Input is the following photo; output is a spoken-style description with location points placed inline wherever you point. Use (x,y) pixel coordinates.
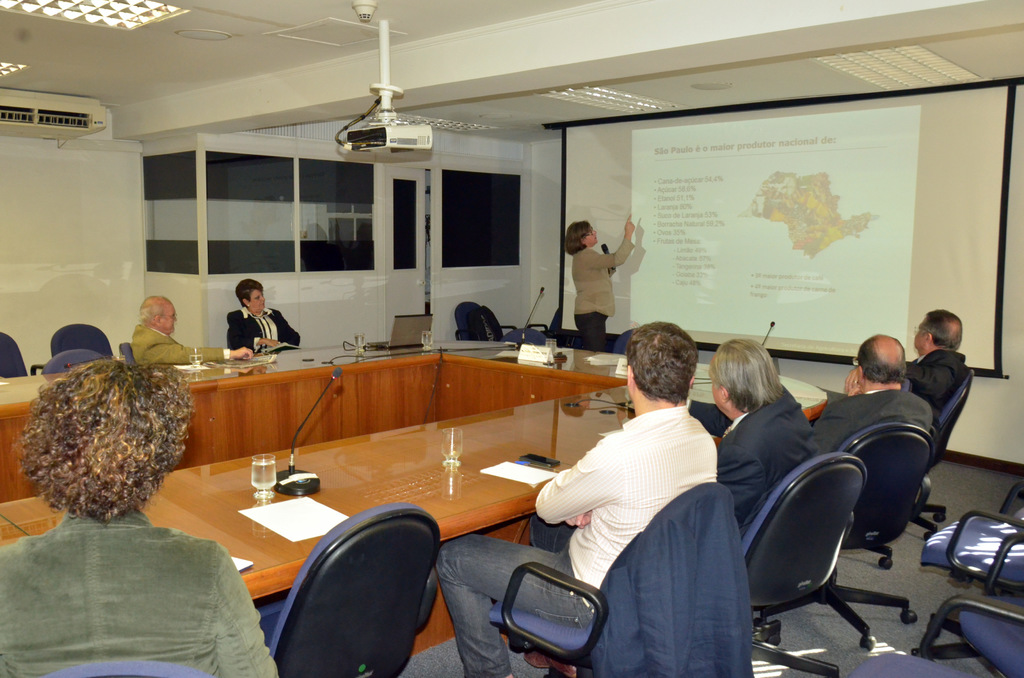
This image is taken in a room (718,448). I think there is a meeting going on in this room (525,468). At the top of the image (497,98) there is a ceiling (394,6) with lights (881,77) and a projector (409,127). In the right side of the image (847,189) there is a wall (1001,454) and a projector screen (763,231) with text (686,224). In the middle of the image (393,367) there is a table (202,520), there are few mics (304,489) and a glass (273,469) with water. People (550,505) are sitting on a chairs (604,596).
